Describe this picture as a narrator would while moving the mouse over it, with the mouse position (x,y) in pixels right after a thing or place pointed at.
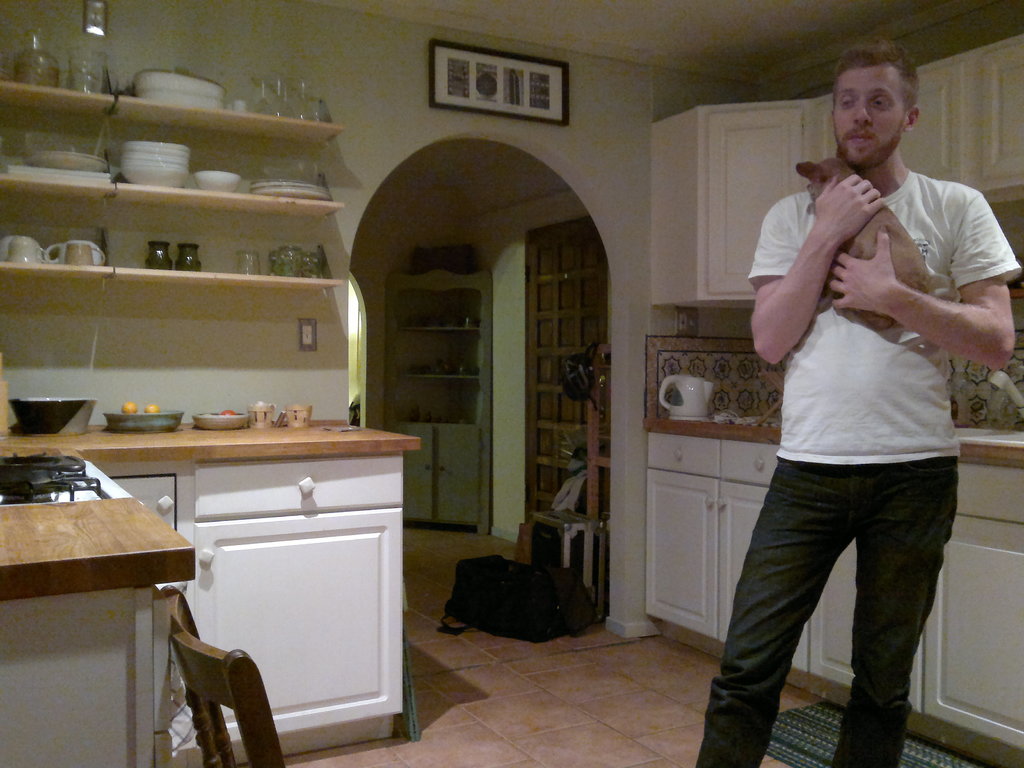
In this picture we can see a man (995,332) holding an animal (826,182) with his hands (822,196), standing on the floor (633,677), bag (526,572), cupboards (225,568), kettle (683,408), stove (50,488), plates (105,173), cups (94,259), shelves (102,191), bowls (143,161), shelves (193,274), some objects (353,415) and in the background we can see a frame (442,62) on the wall (549,142), ceiling (398,1).
